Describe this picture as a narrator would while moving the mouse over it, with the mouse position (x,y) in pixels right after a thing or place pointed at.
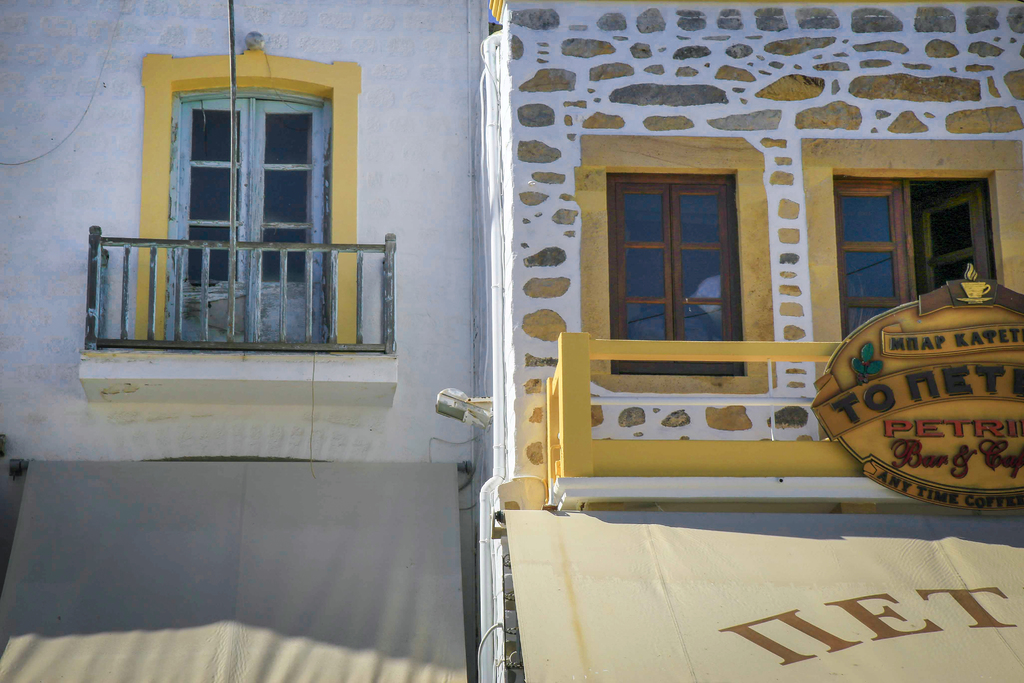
The picture consists of two buildings (180,41). At the bottom (315,511) there are tents (303,538). In the center of the picture (598,443) there are windows (273,139), railing (280,310), and a hoarding (884,392). At the top (78,31) it is wall (370,71).
